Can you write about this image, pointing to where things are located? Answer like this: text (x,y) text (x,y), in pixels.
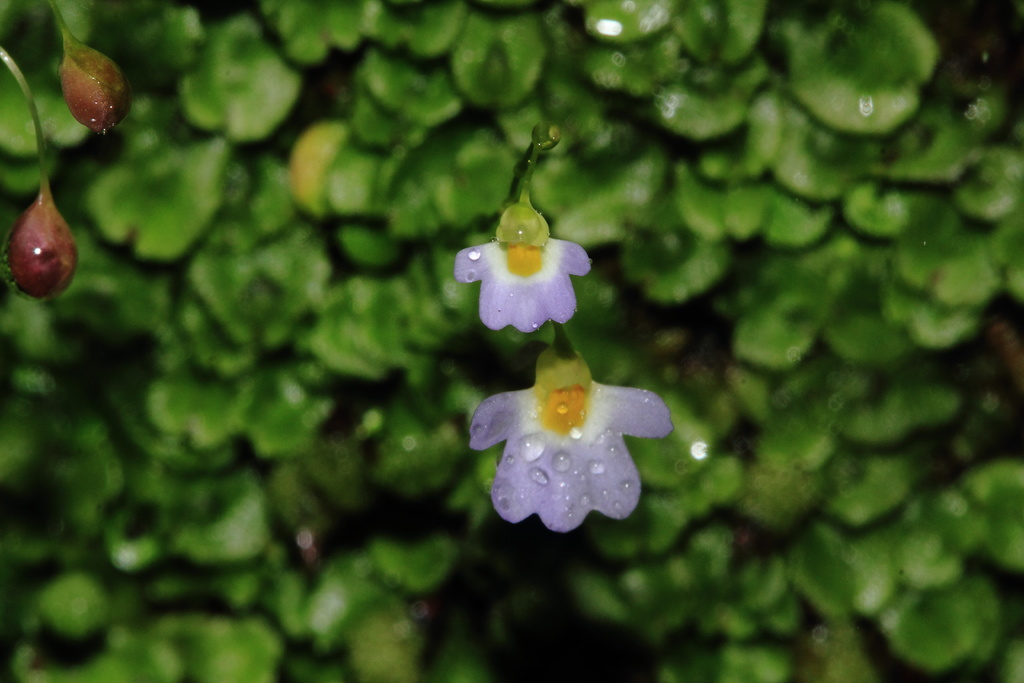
In this image I can see some flowers (578,251), buds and the leaves (469,241).
